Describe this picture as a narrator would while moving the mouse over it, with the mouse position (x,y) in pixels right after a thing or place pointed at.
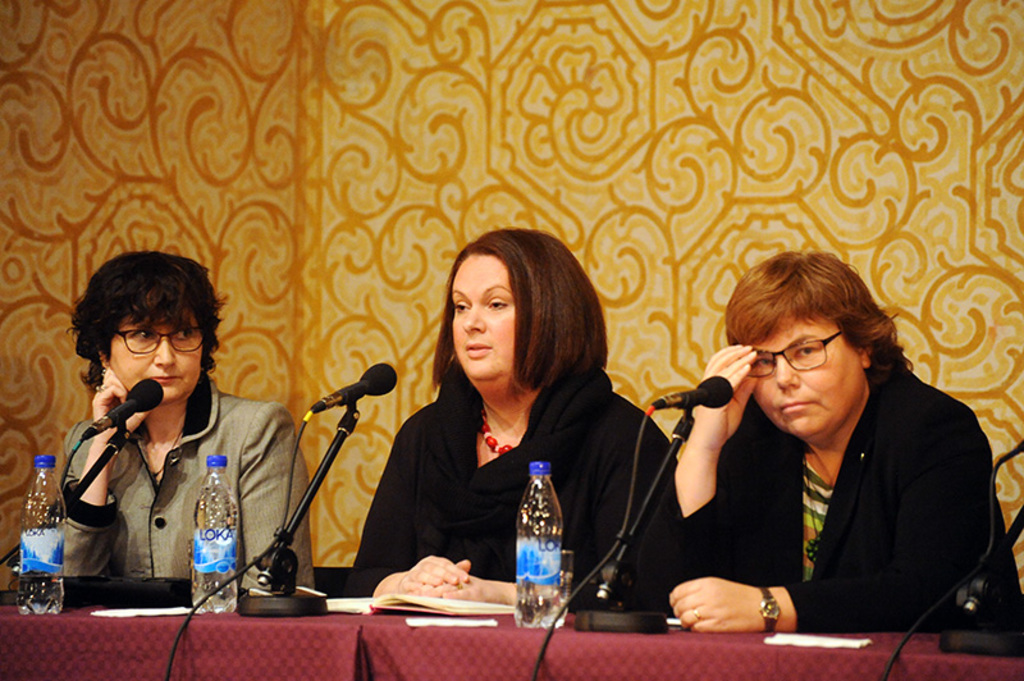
In this picture, there is a wall (411,87) which is covered with a nice yellow colored wallpaper (374,188) with a beautiful pattern (612,77). There are three women (190,405) sitting here, the woman (792,452) in the right (792,452) wearing black colored jacket (798,520) and she is also wearing a watch (767,602). The woman (522,489) in the middle (504,441) is wearing black colored dress (471,490) and she has a nice hair (546,379). The woman (284,515) sitting in the left (137,495) is wearing gray colored jacket (165,489) and there are three bottles (51,554) on the table (652,661) and the table (416,642) is covered with a red cloth (711,658), and there are three mics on the table (695,660) along with the stand (278,562) and wire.
